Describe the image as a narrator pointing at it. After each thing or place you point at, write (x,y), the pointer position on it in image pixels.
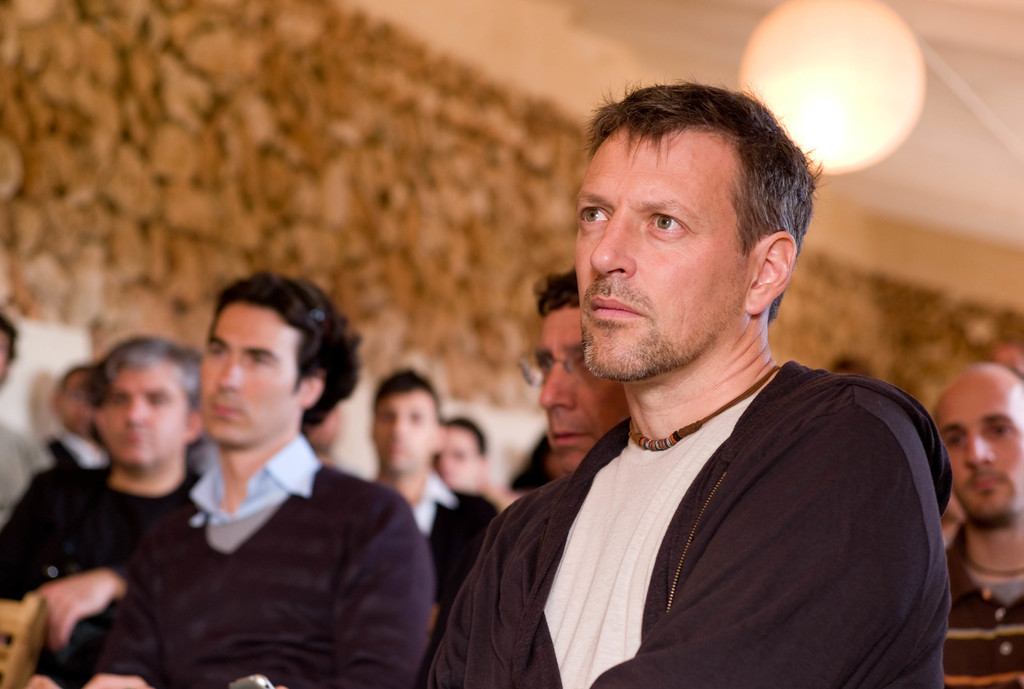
In this image I can see the group of people (522,488) with different color dresses (436,556). In the top (790,60) I can see the light (843,106). And there is a blurred background (253,111).
